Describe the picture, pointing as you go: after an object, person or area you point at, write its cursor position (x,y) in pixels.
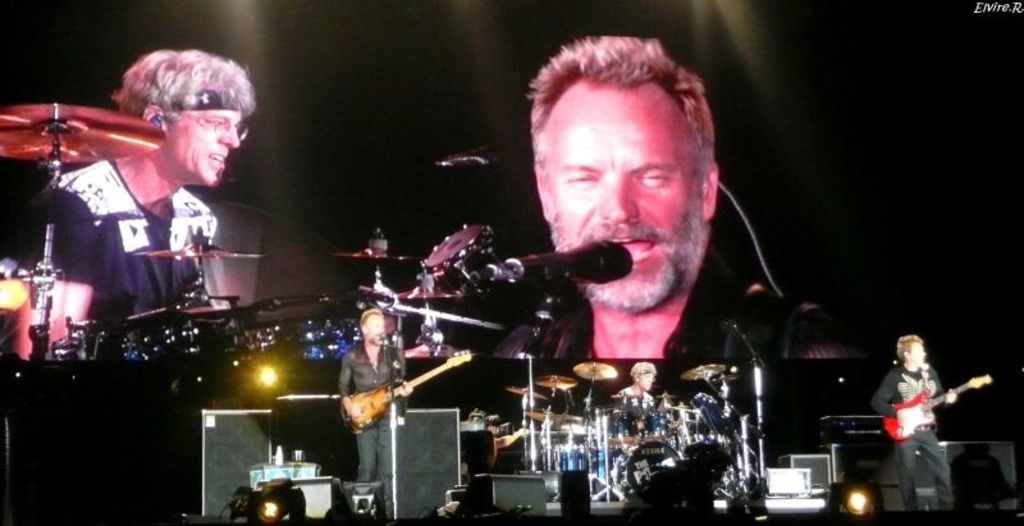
a person (367,361) is standing playing guitar (410,382) in the center (380,332). and at the right corner (915,385) there is another person (915,434) playing a red color guitar (907,420). behind them there are drums (665,417) and a person (643,398) is playing them. behind them there is a projector (547,133) displayed on which these people (534,160) are being displayed.
